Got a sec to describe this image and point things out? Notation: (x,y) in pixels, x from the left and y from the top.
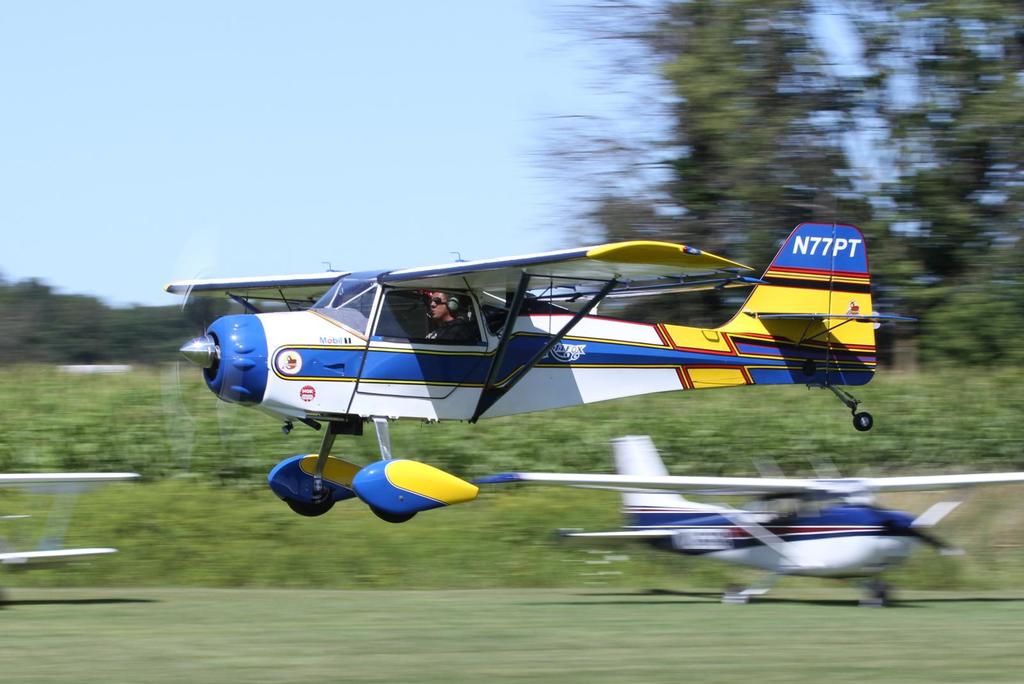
In this picture I can see 3 aircrafts (507,381) and I can see the grass (652,633), plants (966,452) and the trees (742,93). In the background (529,81) I can see the sky (422,137) and I see that this image is a bit blurry.
